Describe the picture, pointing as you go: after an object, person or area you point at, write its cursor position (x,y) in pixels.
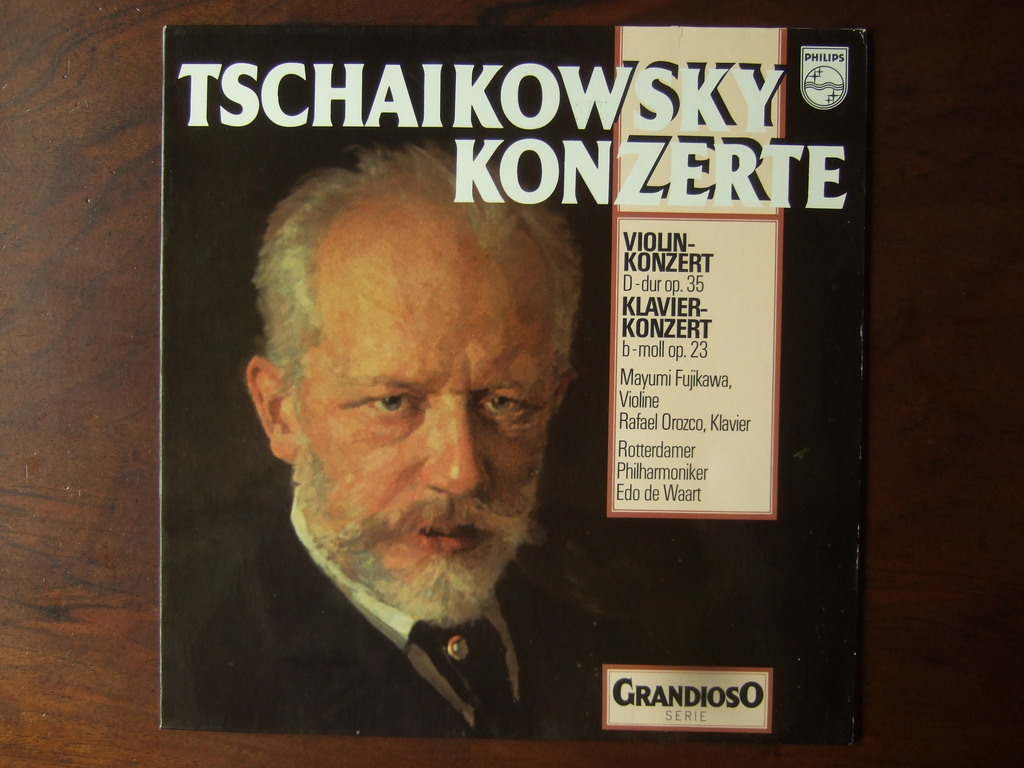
In this picture we can see a board (196,455) with a man (305,488) and some text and this board (392,507) is on the wooden surface (1007,261).
